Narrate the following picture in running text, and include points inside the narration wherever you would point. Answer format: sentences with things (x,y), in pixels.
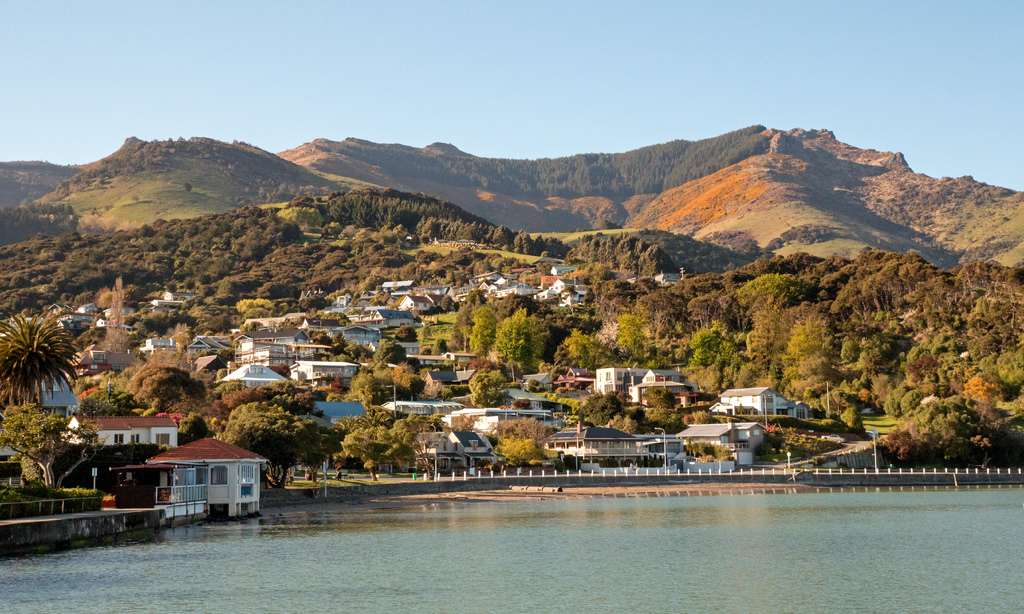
Here is the water (390,548) flowing. These are the houses (339,379). I can see the trees (297,442) and bushes (201,373). This looks like a road (834,452). These are the mountains (523,213).
